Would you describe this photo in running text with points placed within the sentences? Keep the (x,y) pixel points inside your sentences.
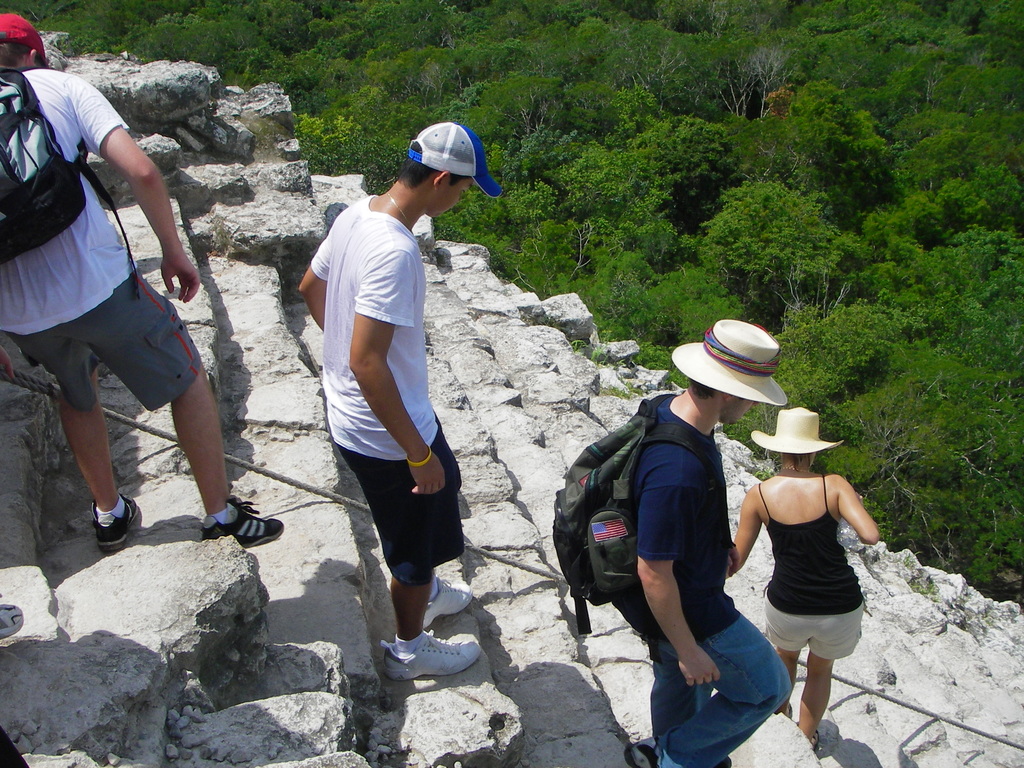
In this image we can see four persons (455,508) on the stairs (133,446), among them, two are wearing the bags (615,557) and there are some trees (637,259).
